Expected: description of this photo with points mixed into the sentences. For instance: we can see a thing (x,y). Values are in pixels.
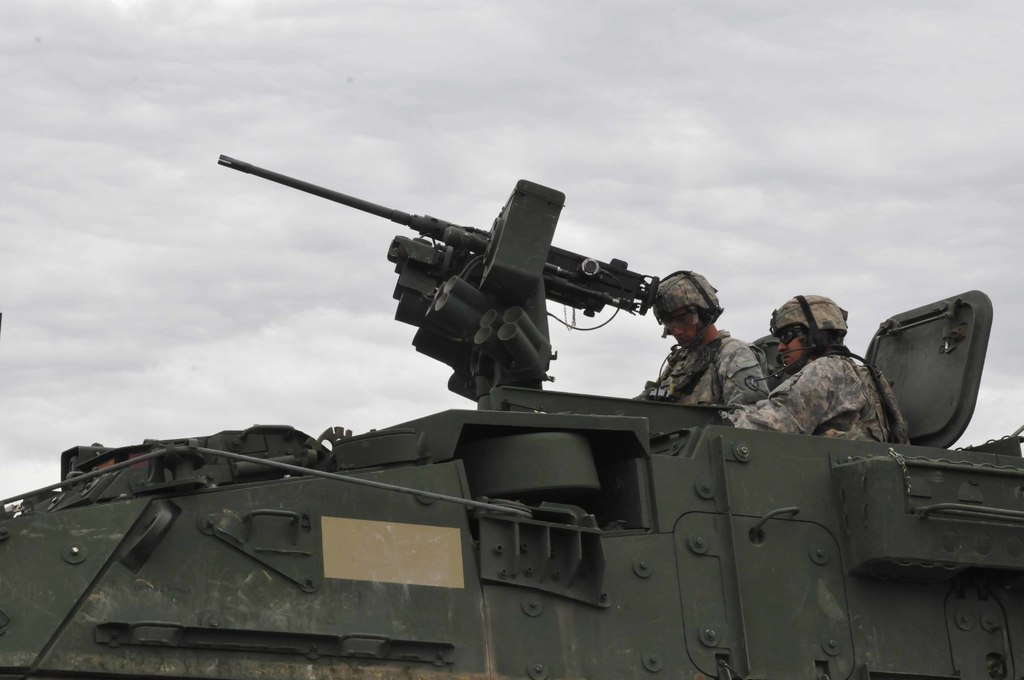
In the image there is a war tanker (433,536). Inside the tanker (710,453) there are two men (810,352) with helmets (795,312) and goggles (793,338). In the background (720,325) there is sky (361,104).
